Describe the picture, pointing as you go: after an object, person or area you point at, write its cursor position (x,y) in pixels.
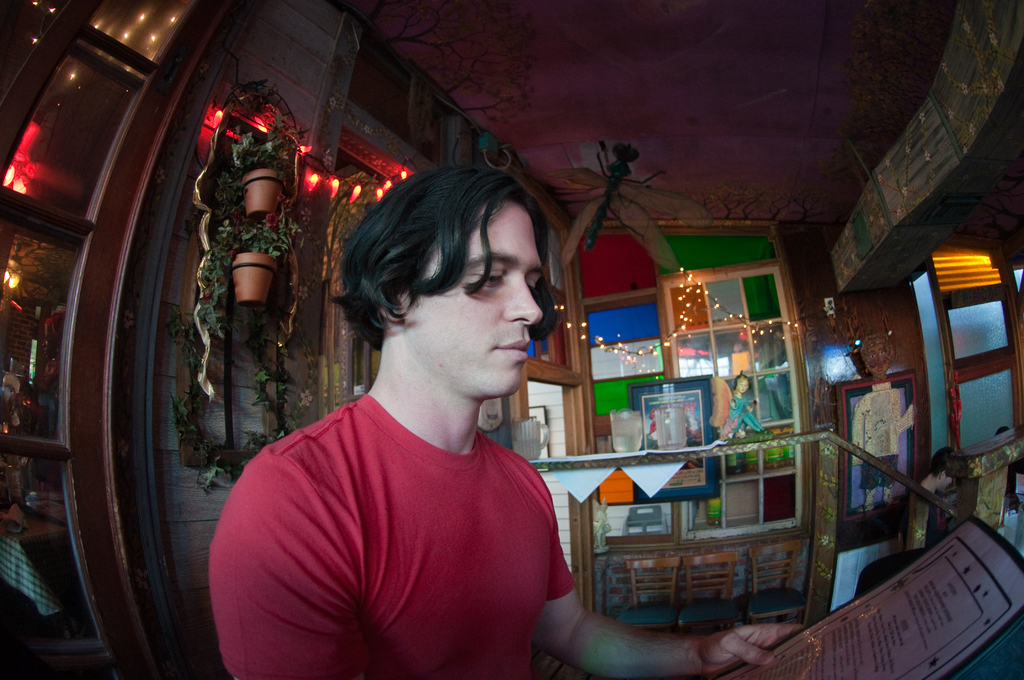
In this image we can see a person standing and holding an object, there are potted plants (250,208), water cans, chairs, decorative lights (311,153) and some other objects (621,479).
